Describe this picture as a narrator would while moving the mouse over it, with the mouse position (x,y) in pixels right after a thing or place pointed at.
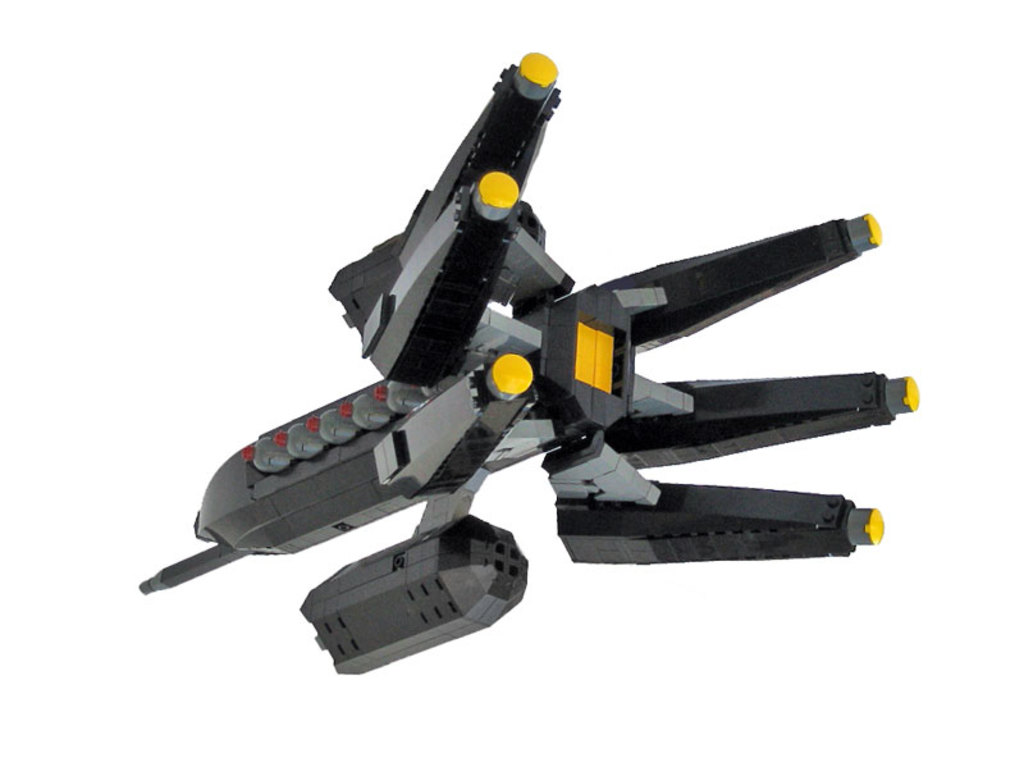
In this picture we can see a toy (463,573) on a white surface (230,375).
